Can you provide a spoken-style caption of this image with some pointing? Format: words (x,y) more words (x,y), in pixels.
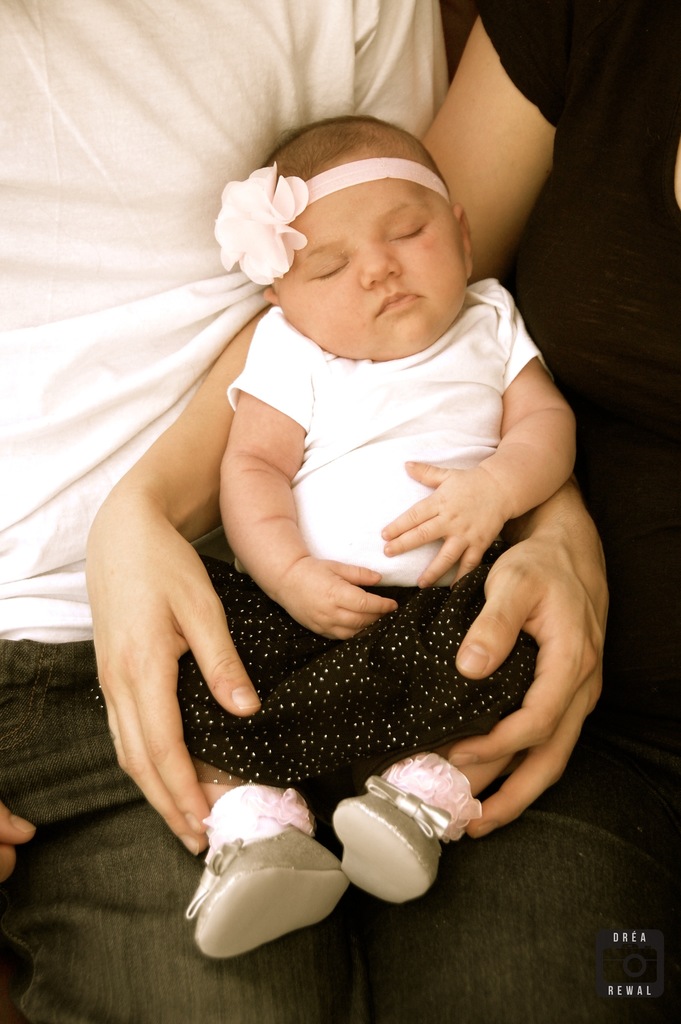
In this image I see 2 persons (47,13) who are holding this baby (376,318) and I see the watermark (615,963) over here.
